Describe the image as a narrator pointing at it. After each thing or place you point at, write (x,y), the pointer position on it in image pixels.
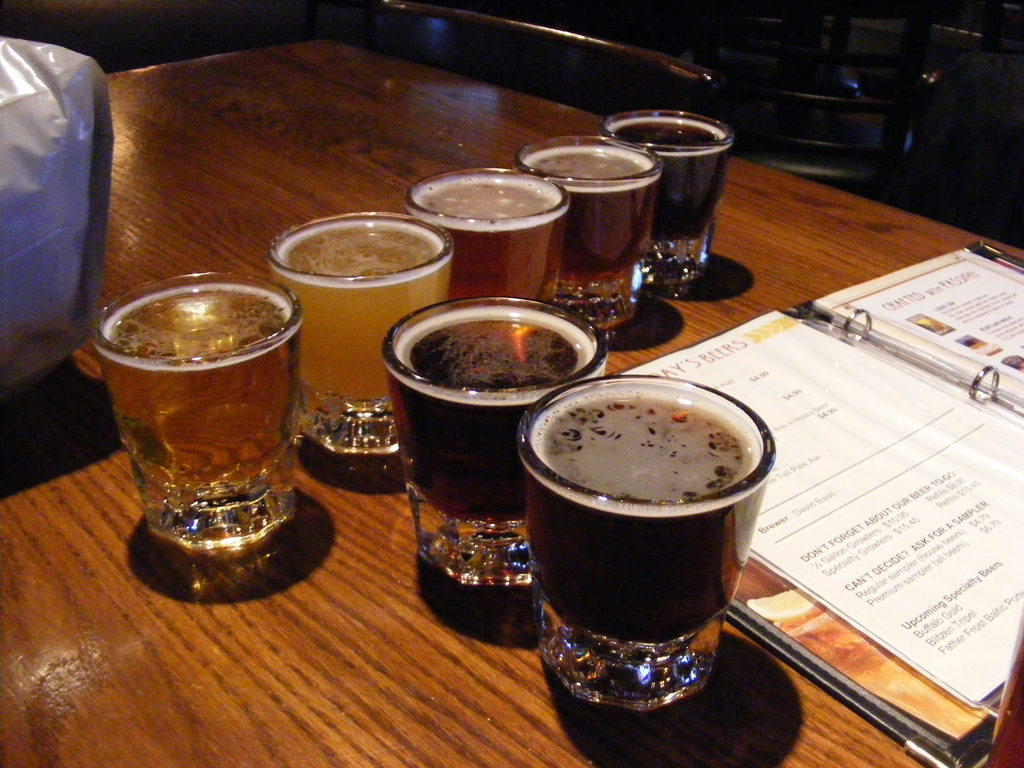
In this image I see the brown color table (251,113) on which there are 7 glasses (478,329) and I see a book (872,362) over here on which there are papers (840,352) and I see something is written. In the background (780,98) I see few chairs (640,55) and I see the white color thing (99,130) over here.
